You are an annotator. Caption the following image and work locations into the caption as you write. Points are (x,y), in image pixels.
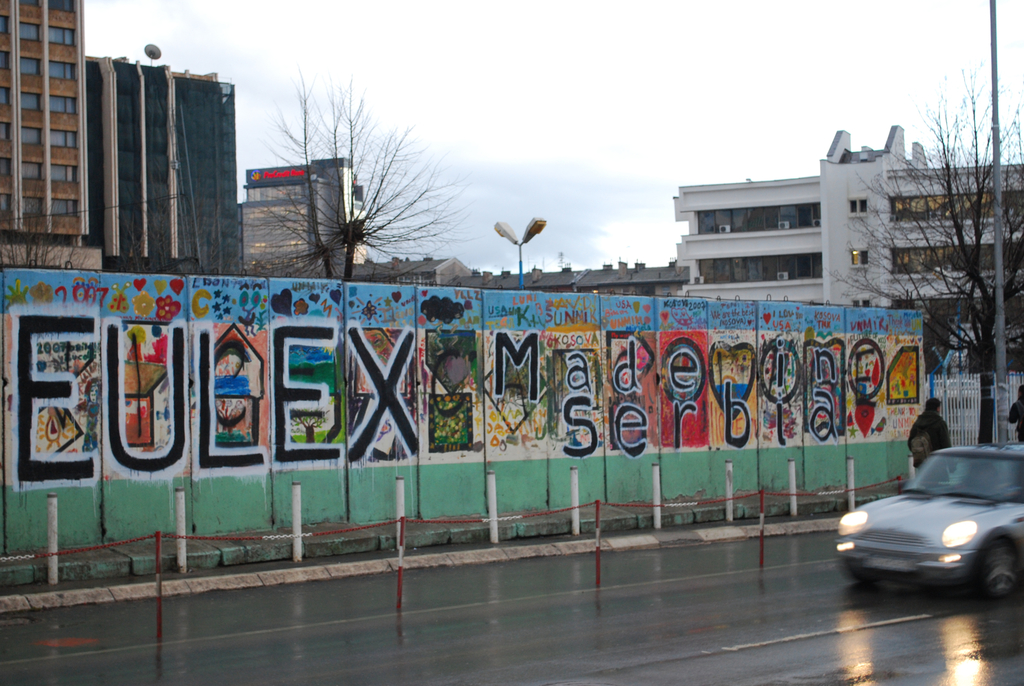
In this image on the right (971,515) a car (945,552) is passing by the road (305,618). This is wall (390,433). On the wall (622,433) there are many paintings (532,326). In the background (798,214) there are buildings (793,201), trees (372,212), street light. The sky (526,94) is cloudy.
